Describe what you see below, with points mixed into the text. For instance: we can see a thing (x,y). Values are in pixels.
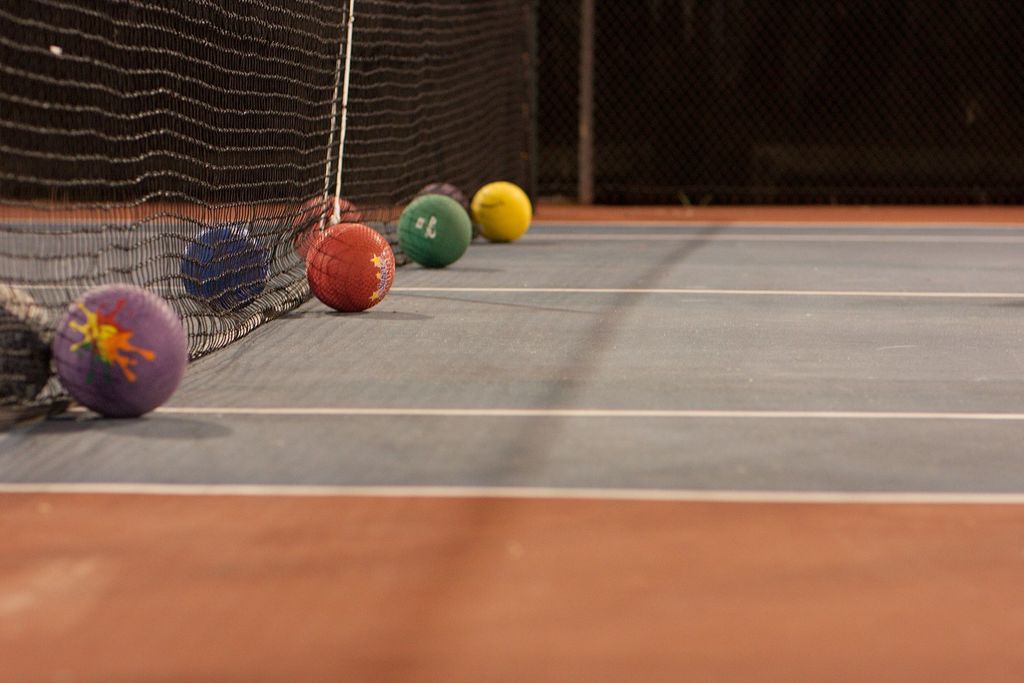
In this picture, we see balls (211,249) in purple, red, blue, green and yellow color. Beside that, we see a net (285,120). At the bottom of the picture (513,571), we see a carpet (527,388) or a floor (552,471) in grey and brown color. In the background (585,192), we see a pole (588,40). In the background (554,119), it is black in color. This picture might be clicked in the indoor stadium (783,79).
